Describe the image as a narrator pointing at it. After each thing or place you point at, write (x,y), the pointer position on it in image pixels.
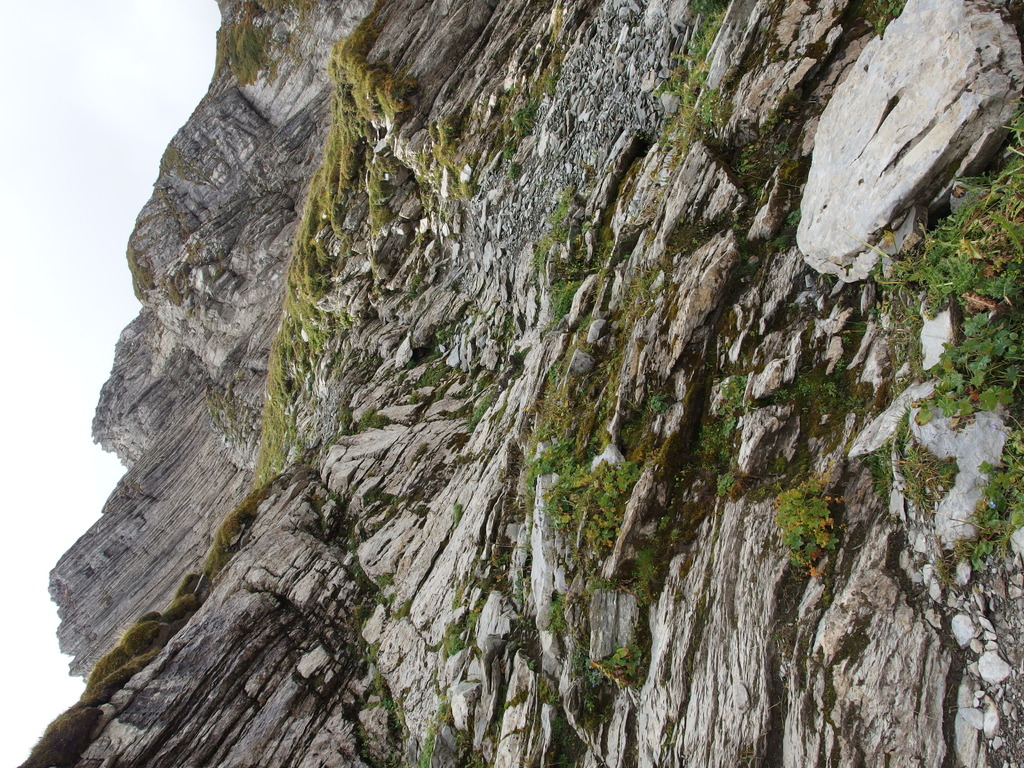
In this image we can see a rock cliff (478,282) and we can see grass (268,420) and plants (295,291) on it. On the left side (88,138) we can see the sky (99,121).
